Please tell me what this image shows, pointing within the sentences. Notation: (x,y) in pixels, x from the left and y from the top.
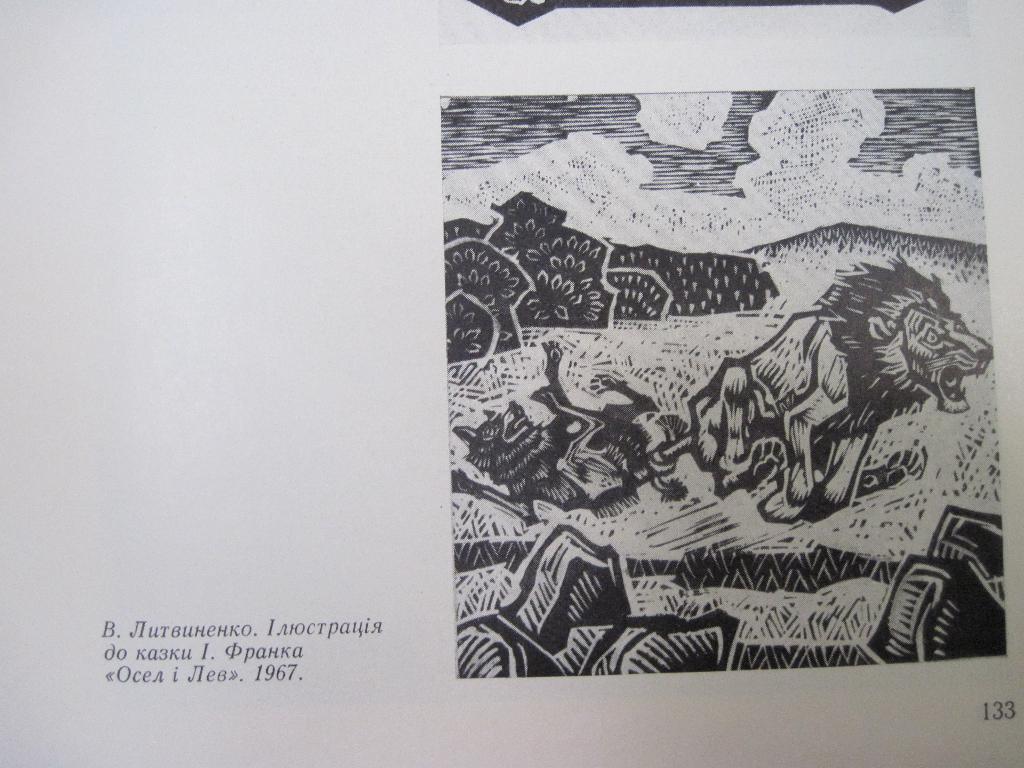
The picture looks like a poster. Towards right (843,581) we can see the drawing (608,443) of animals (612,433), trees (722,286) and sky (726,132). Towards left (173,678) there is text (301,667).
